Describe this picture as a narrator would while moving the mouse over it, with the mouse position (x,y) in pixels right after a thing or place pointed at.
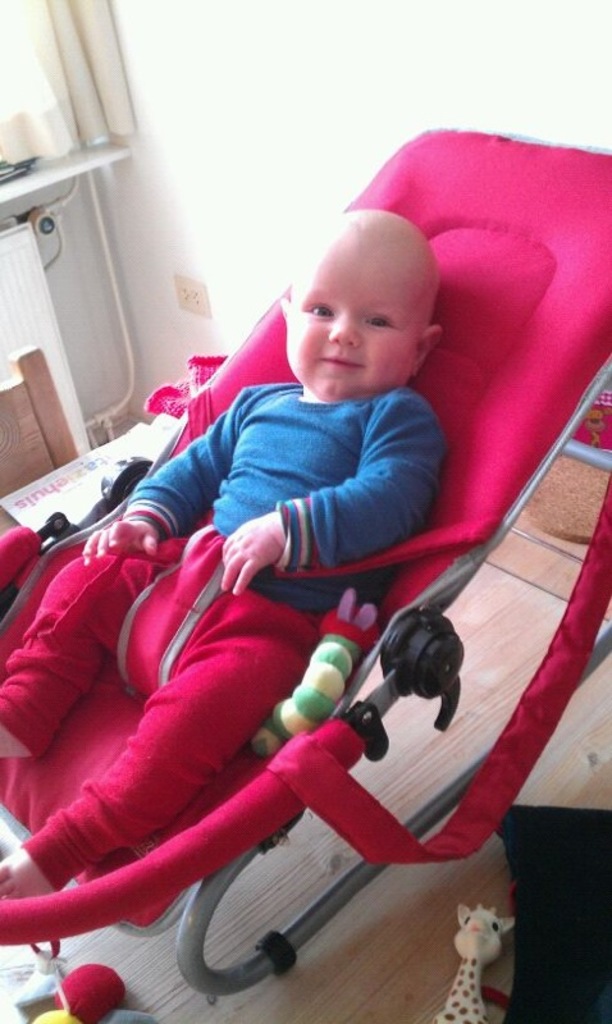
In this picture we can observe a baby (285,479) sitting in the pink color baby chair (280,315). This baby (298,488) is wearing blue color T shirt (258,492). In the background (181,106) we can observe a wall (246,70) and a curtain (128,130). There is a paper (95,482) on the floor (5,523).
